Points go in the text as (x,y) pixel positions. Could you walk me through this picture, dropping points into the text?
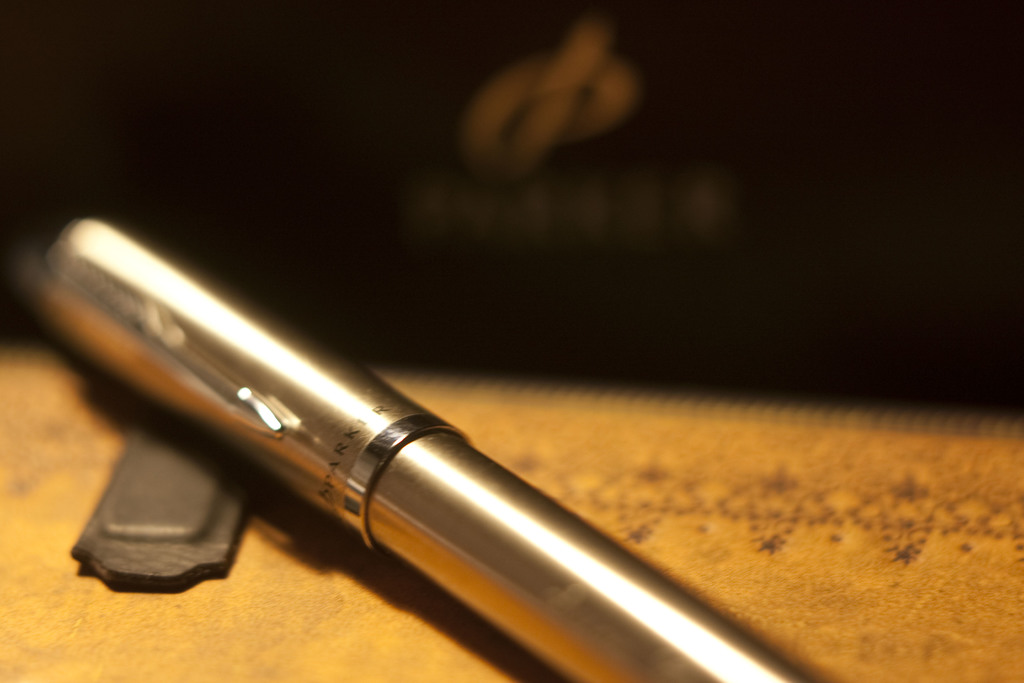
In this image there is a metal pen (441,515) on a surface (792,595).
